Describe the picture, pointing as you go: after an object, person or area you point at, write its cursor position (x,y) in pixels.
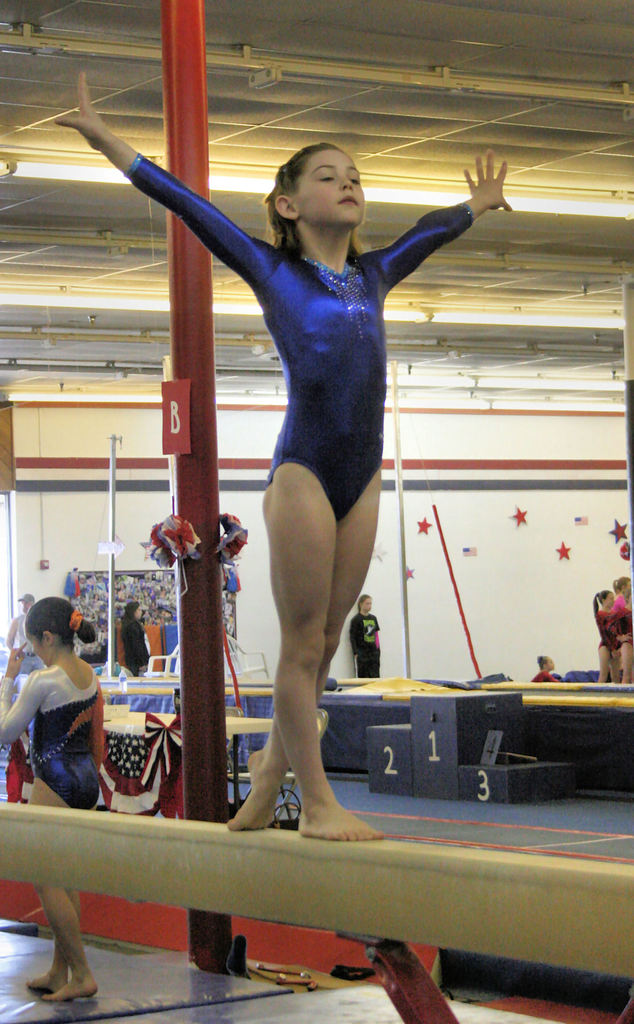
In this image I can see a girl (321,560) is standing. In the background (57,721) I can see poles (451,585), people (624,588) and some other objects (457,754) on the floor (462,819). I can also see a wall (482,492) which has some objects (582,525) attached to it and lights (510,203) on the ceiling (517,168).
